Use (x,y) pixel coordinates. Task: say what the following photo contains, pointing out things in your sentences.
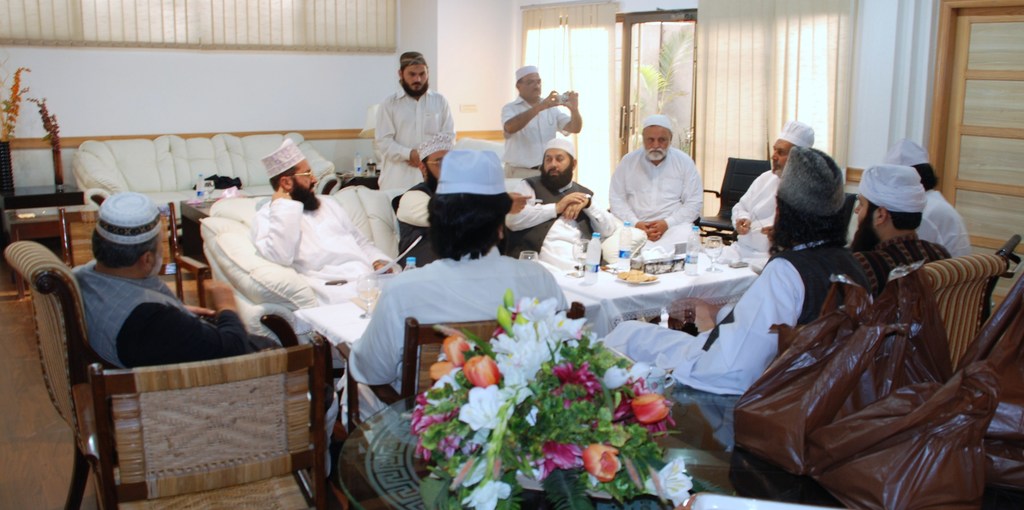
In this picture I can see there are a group of men (443,258) sitting and they are having a table (565,269) in front of them and there is some food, water bottles (694,253), there is a flower pot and a flower vase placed on the tables (704,264) and there are carry bags (967,449). In the backdrop (527,137) there is a man (562,117) standing and clicking images. There is a door (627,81) into right and there are few windows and curtains (592,60).
